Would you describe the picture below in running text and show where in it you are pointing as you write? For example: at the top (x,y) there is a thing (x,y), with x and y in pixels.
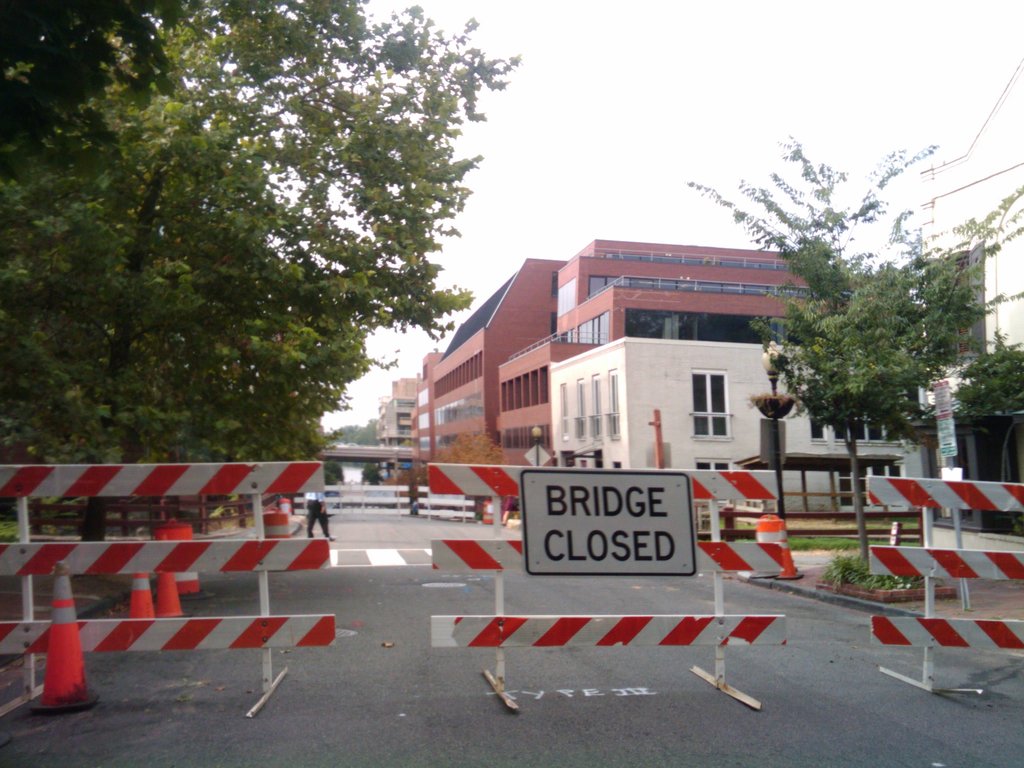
In this image there is the sky (646,112) truncated towards the top of the image (614,120), there are buildings (609,366), there is a building (968,258) truncated towards the right of the image (971,244), there is tree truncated towards the left of the image (125,86), there is tree (976,224) truncated towards the right of the image (987,382), there are poles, there is a board (640,555), there is text (638,511) on the board (673,545), there is road (408,567) truncated towards the bottom of the image (599,739), there is a person (323,513) walking on the road (371,520), there are objects (64,589) on the road (354,594), there are objects (963,508) truncated towards the right of the image (982,505), there are objects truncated towards the left of the image (48,567).
